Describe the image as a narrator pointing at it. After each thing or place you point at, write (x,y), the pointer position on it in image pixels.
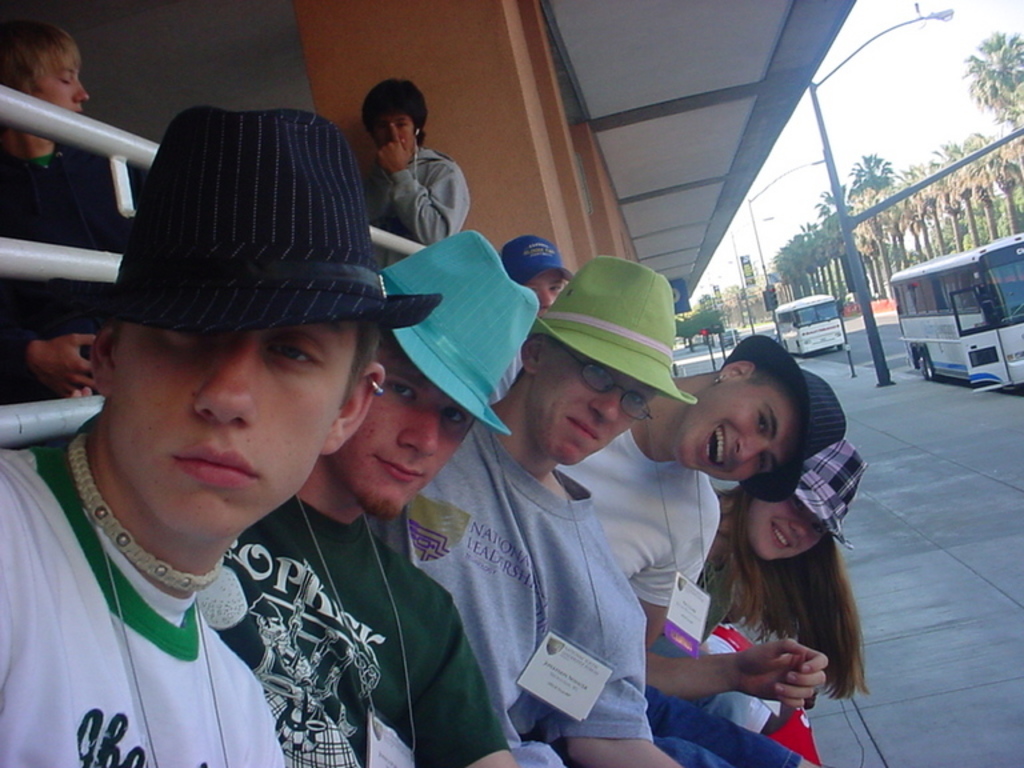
In this image in the front (314,468) there are persons (432,529). On the left side (70,257) there is a railing (13,260) which is white in colour and behind the railing (27,253) there are persons (383,125). In the background (950,351) there are vehicles (957,339), poles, trees (795,255), buildings (751,187) and in the front (593,451) the persons (706,472) are smiling.
